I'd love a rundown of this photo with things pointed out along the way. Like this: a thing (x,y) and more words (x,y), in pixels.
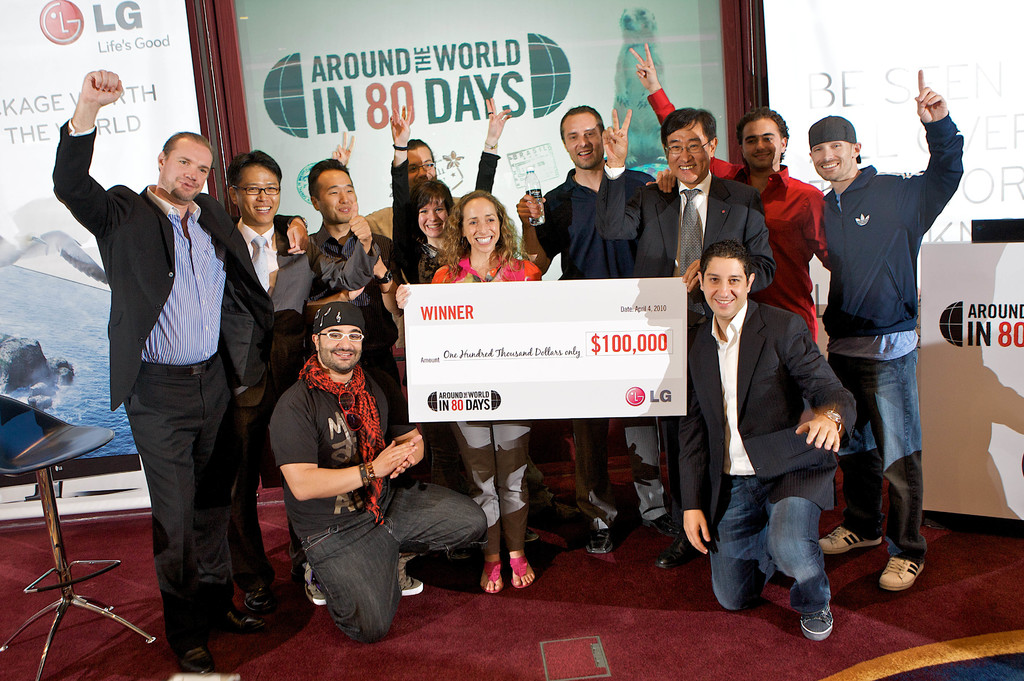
In this image I can see a group of people (126,317) standing and two people (739,253) sitting posing for the picture. Woman (486,580) standing in the center (453,238) is holding a card (677,285) in her hand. I can see a glass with some text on the background (235,62), a chair (61,454) and other objects (932,339) behind them.
